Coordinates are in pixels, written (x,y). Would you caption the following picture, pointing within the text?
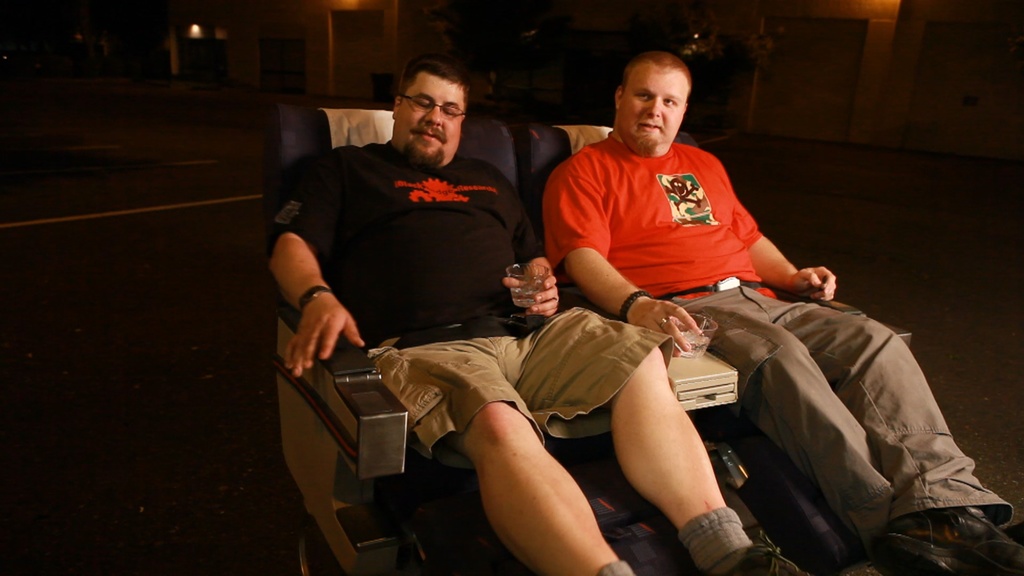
In the middle of the image (386,241) two persons (352,184) sitting on chair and holding glasses (512,292). Behind them there is a wall (844,94).
